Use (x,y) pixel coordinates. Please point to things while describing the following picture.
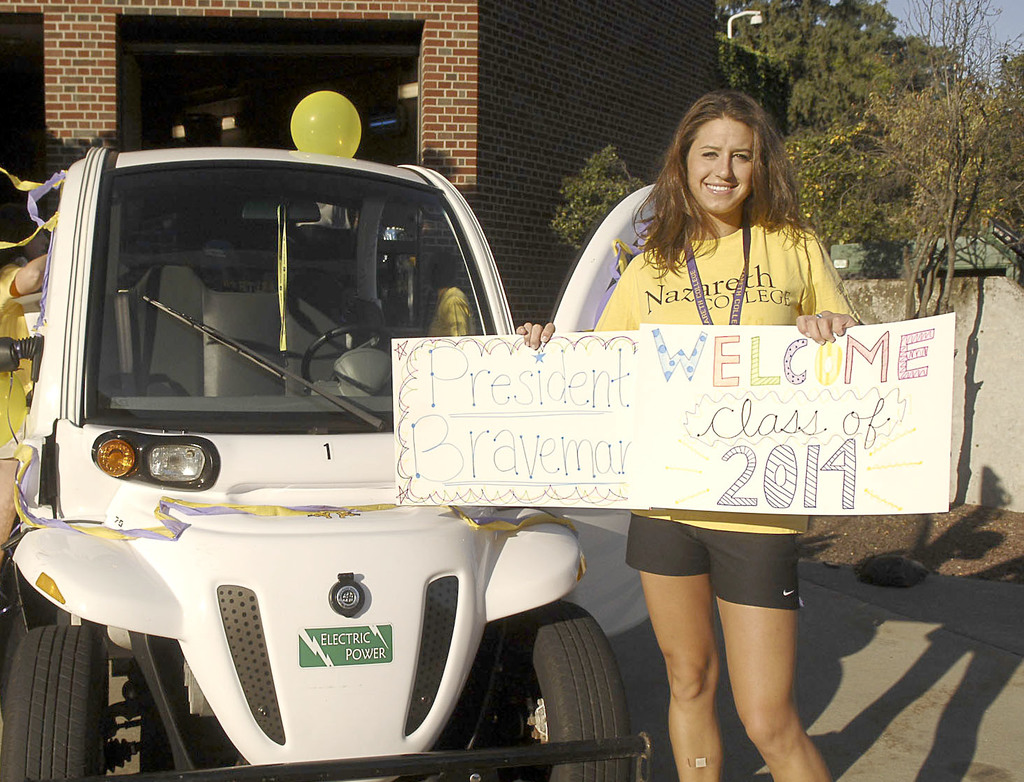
In the background (967,38) we can see the sky (906,31), trees (888,66), brick wall (456,12) and few lights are visible. In this picture we can see a vehicle (90,172), color ribbons (34,204) and a yellow balloon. We can see the people (691,143). We can see a woman (837,295) wearing yellow t-shirt (776,270) and a tag (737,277), she is holding a board (939,509) in her hand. At the bottom portion of the picture (921,764) we can see the road (928,762).
